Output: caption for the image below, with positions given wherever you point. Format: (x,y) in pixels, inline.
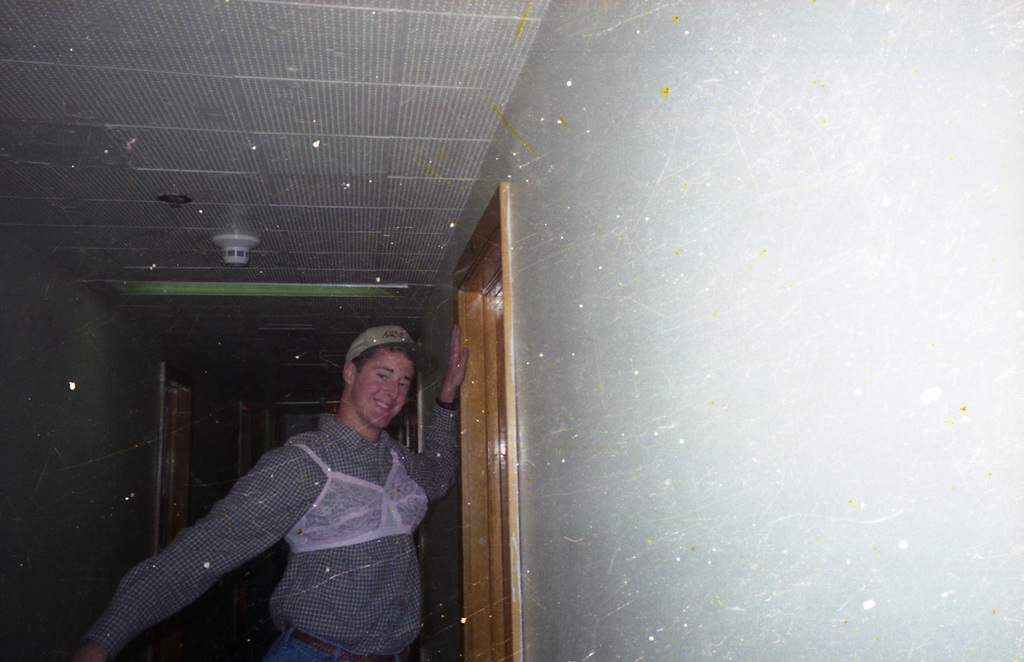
In this image we can see a person (386,552) standing and smiling, there are some doors (180,480) and also we can see the wall (214,484), at the top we can see the lights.
